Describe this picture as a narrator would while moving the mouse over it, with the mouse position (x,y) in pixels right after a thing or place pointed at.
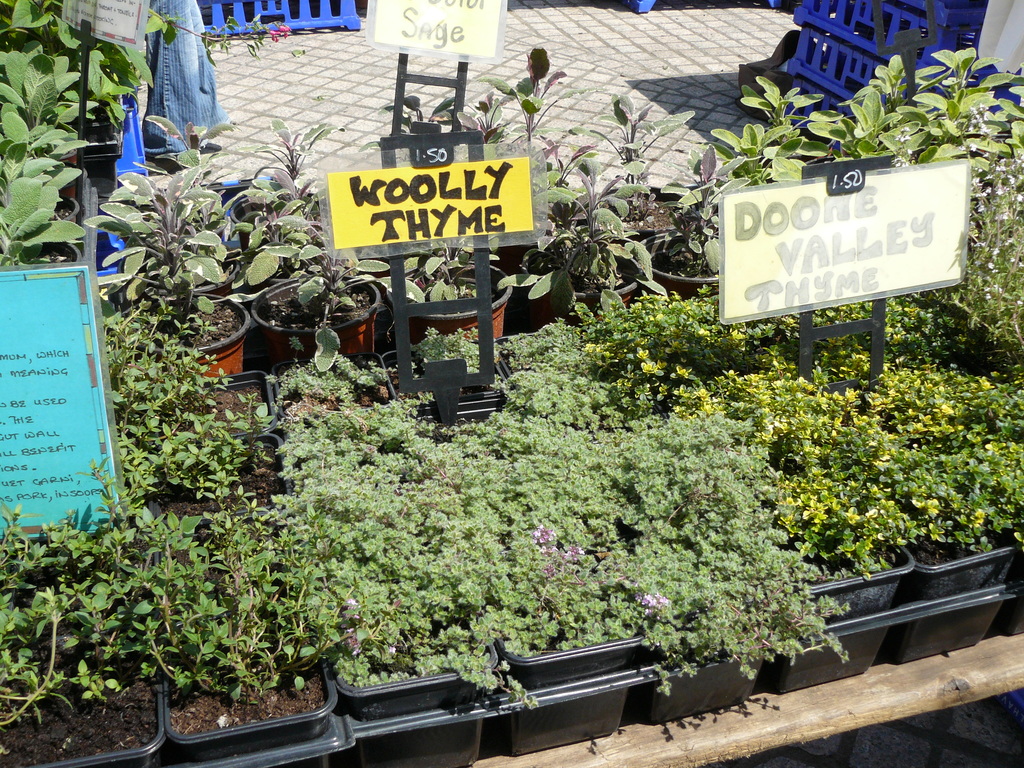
In this image we can see plants (579,487) in the flower pots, information boards (378,253), floor (676,91) and fence (233,28).
